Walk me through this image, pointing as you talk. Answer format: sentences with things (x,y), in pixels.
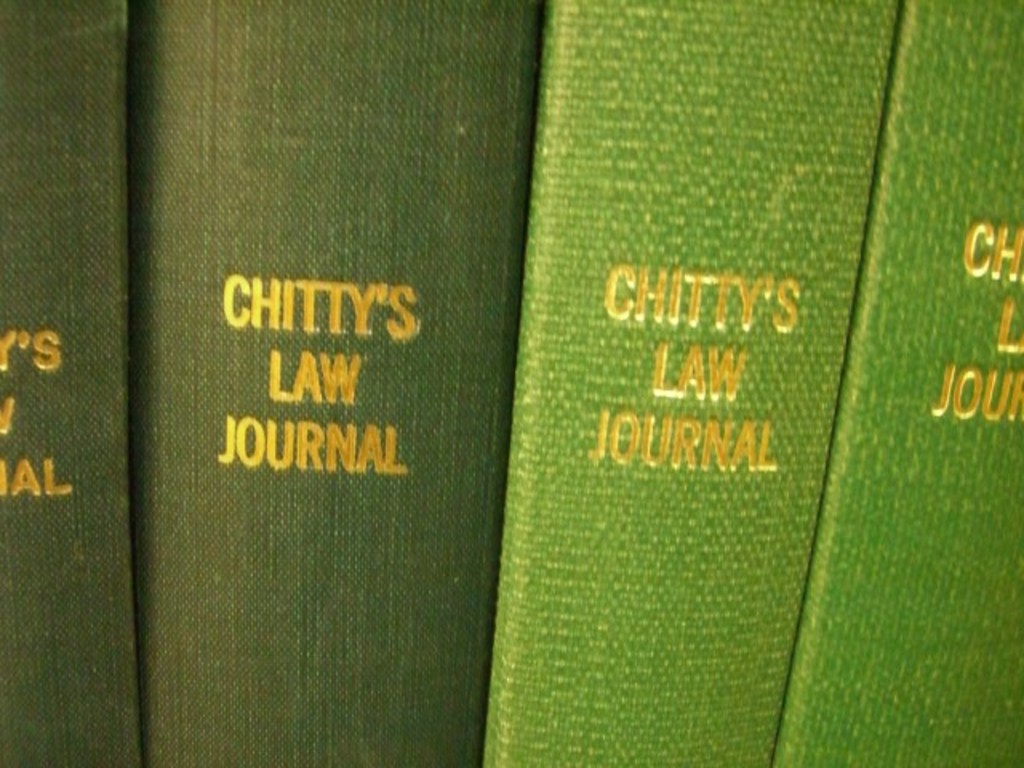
Here we can see objects (353,282) and there is text (336,284) written on the each object (493,307).
